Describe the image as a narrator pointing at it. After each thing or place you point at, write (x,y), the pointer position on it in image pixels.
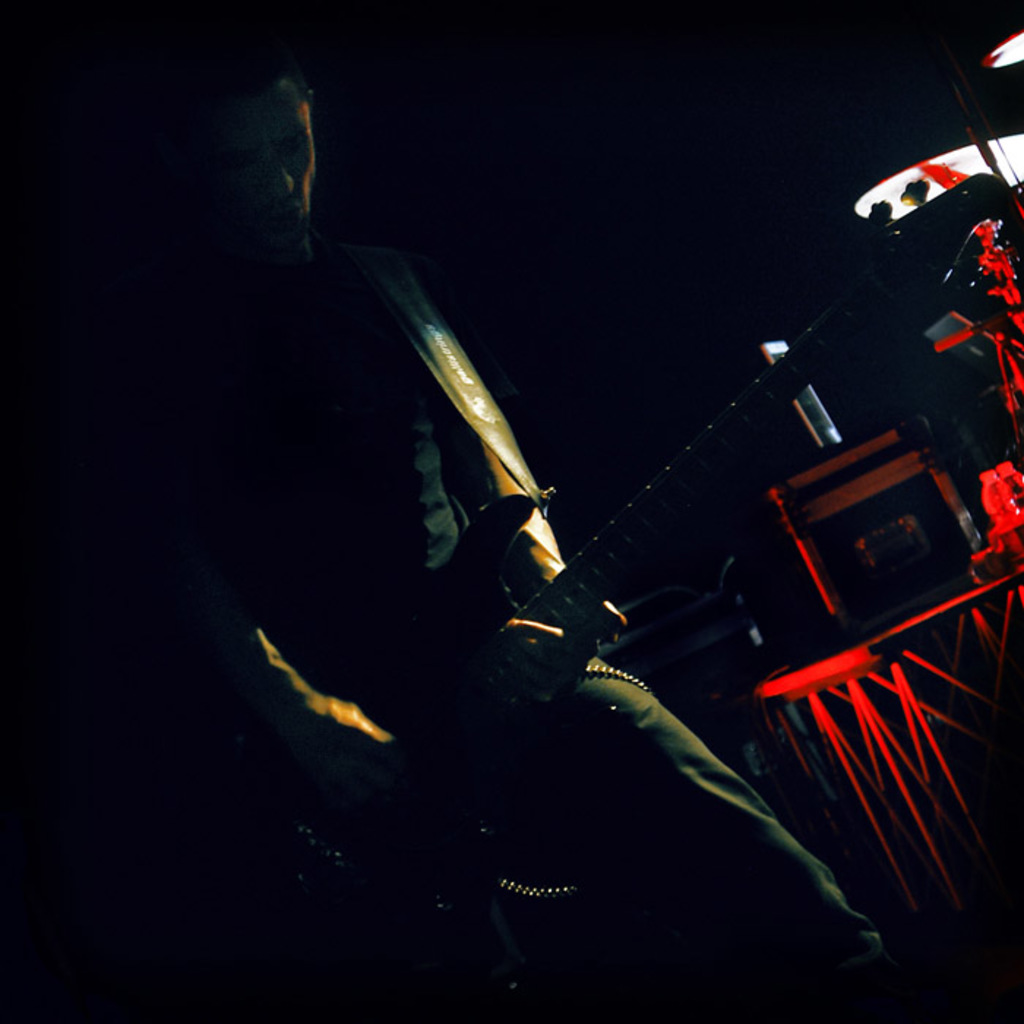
In the center of the image (362,553) we can see a man (275,170) standing and holding a guitar (445,691). On the right (1004,371) there is a drum kit (1015,407) and a speaker (860,608).
